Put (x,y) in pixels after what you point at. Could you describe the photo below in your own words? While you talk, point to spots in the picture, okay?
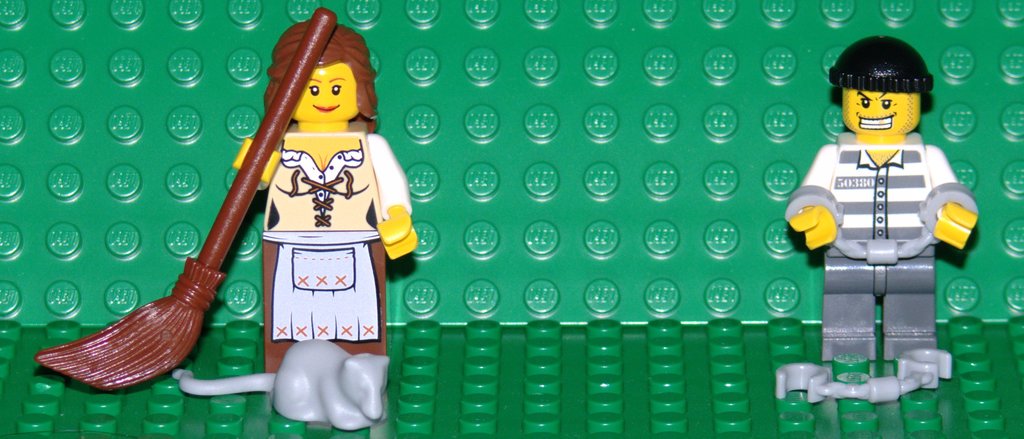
In this picture we can see toys (265,241) made of Lego sets (441,244).
